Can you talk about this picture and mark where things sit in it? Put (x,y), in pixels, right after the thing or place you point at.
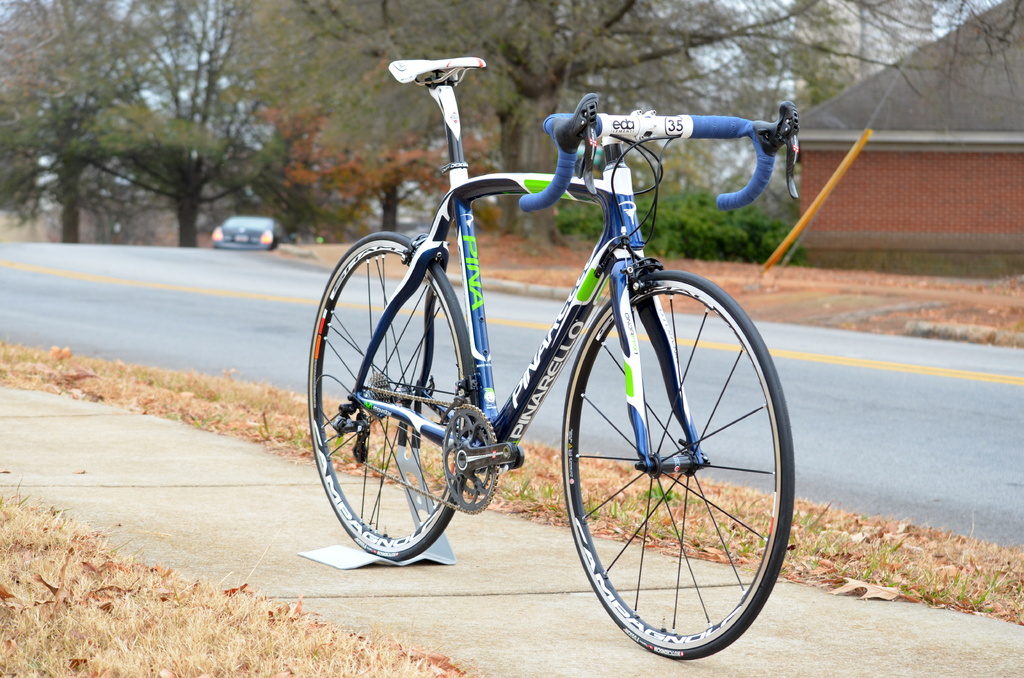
In the image we can see a bicycle (369,263) on the footpath (525,653). On the road (249,253) there is a car (259,240) and on the right side (957,116) there is a red color house (944,131) and in the background (483,91) there are some trees (295,93).
